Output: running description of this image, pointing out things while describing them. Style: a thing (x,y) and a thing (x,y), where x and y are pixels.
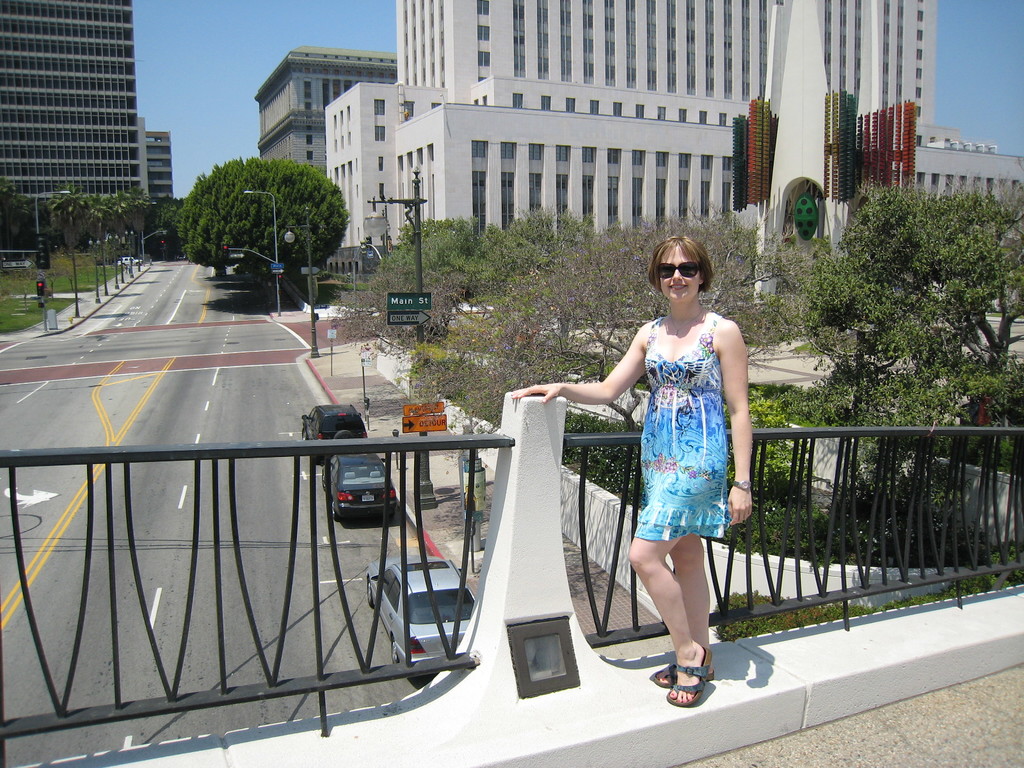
In this picture we can see vehicles (434,627) on the road (112,326), fence (254,456), poles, name boards (425,406), trees (172,214), buildings (478,69), grass (56,288) and some objects (551,480) and a woman (696,637) wore goggles (663,274) and standing and smiling and in the background (239,42) we can see the sky (956,76).
